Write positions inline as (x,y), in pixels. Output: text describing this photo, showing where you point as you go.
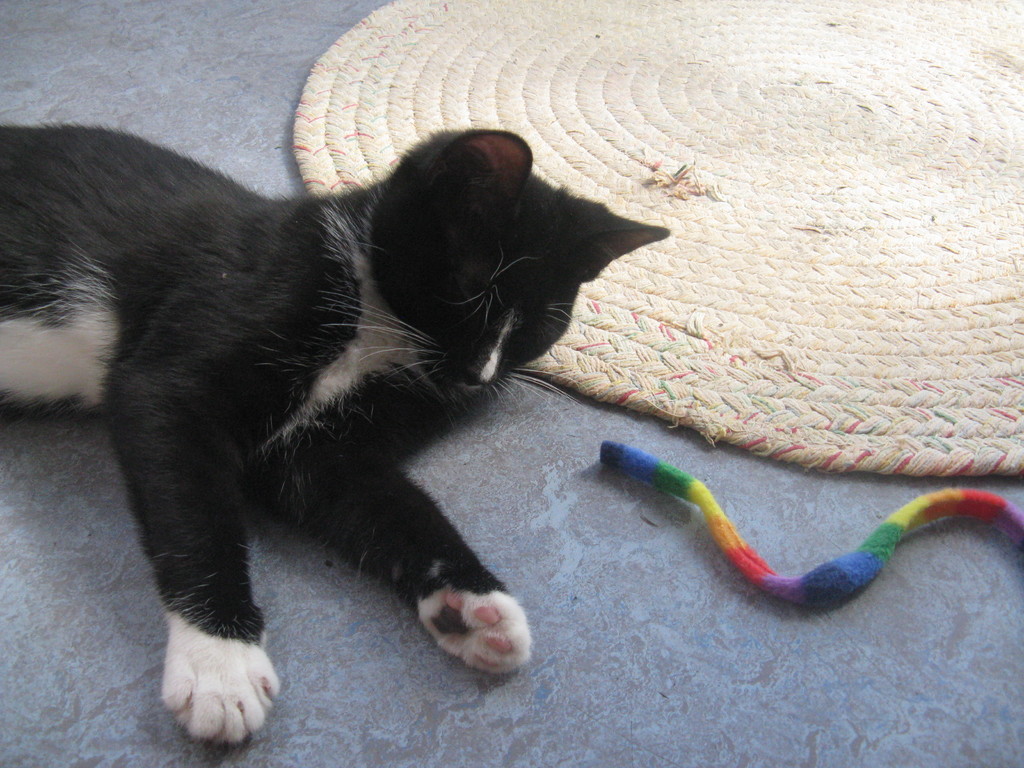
In this image we can see a cat (310,338) lying on the floor (549,589) and beside the cat (402,459) there is a mat (774,148) and there is a thread (695,492) with different colors in front of the cat (399,234).
